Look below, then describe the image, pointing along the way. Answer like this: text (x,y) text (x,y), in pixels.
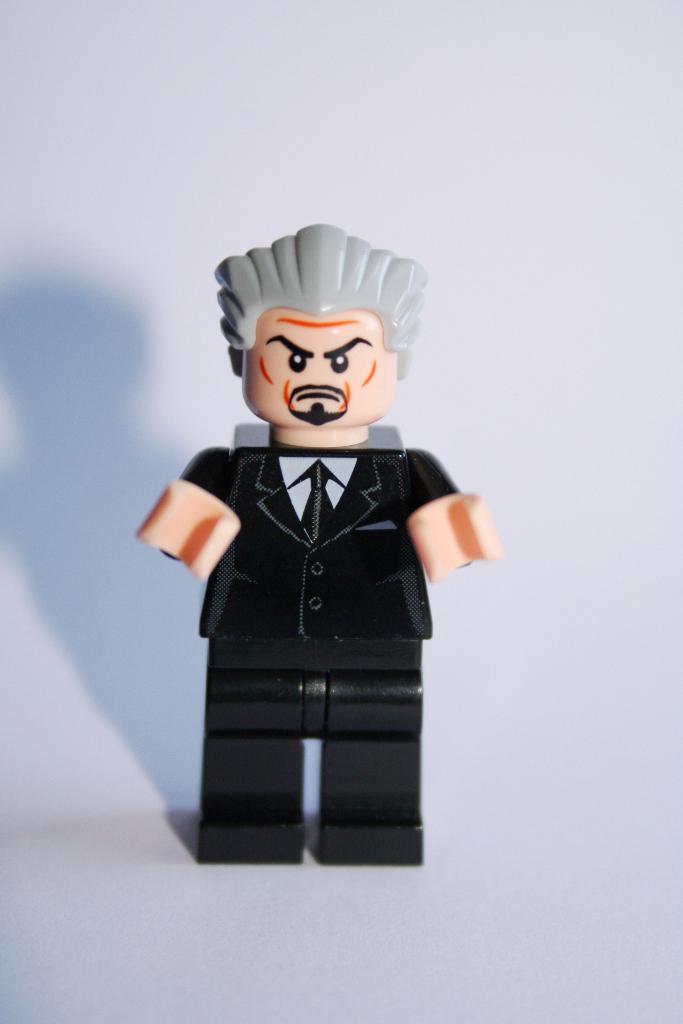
In the center of the image (240,571) we can see one human figure model toy (220,645). In the background (563,626) there is a wall (510,239).
